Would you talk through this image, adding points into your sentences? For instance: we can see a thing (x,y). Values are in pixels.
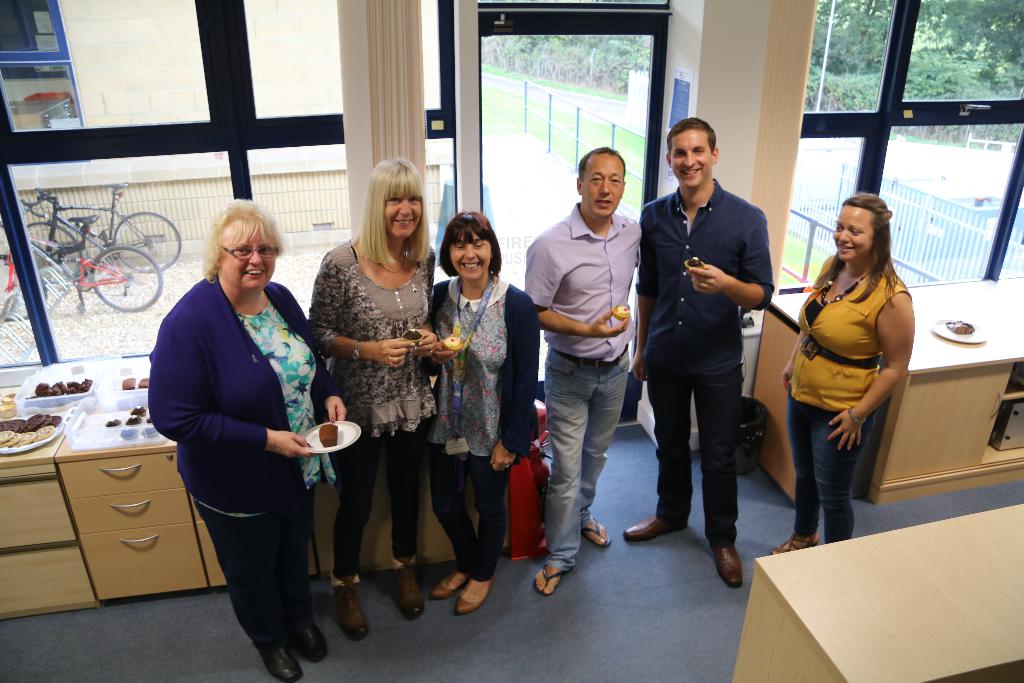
Here are few people (478,354) standing and smiling. This is a table (48,457) with plate (55,429), trays (101,423) and some food (58,384) on it. This looks like a dustbin (747,442) which is at the corner. I can see two bicycles (85,268) parked through the window (118,248). This looks like a glass door (573,103).
